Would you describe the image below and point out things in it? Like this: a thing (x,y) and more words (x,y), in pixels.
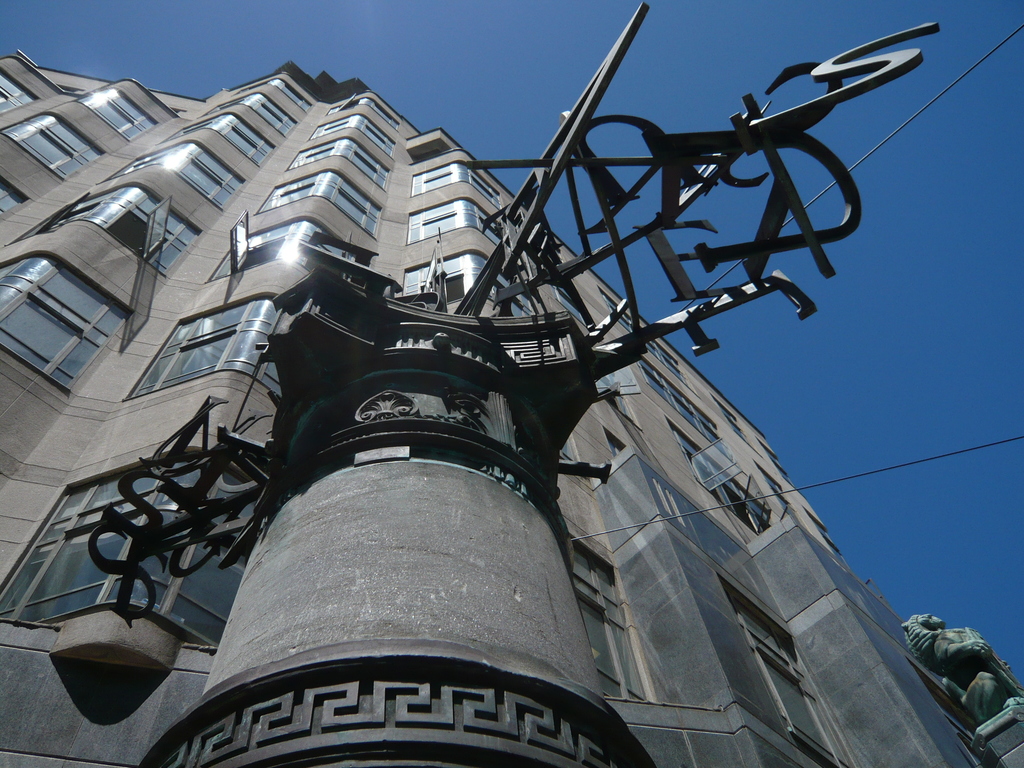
This picture is clicked outside. In the center (434,312) there is an object (359,316) and we can see the metal rods (129,500) and the cables (676,516). On the right corner (935,655) we can see the sculpture (935,655). On the left (219,121) we can see the building (236,216) and the windows (59,547) of the building (699,453). In the background (692,100) there is a sky (292,33).
